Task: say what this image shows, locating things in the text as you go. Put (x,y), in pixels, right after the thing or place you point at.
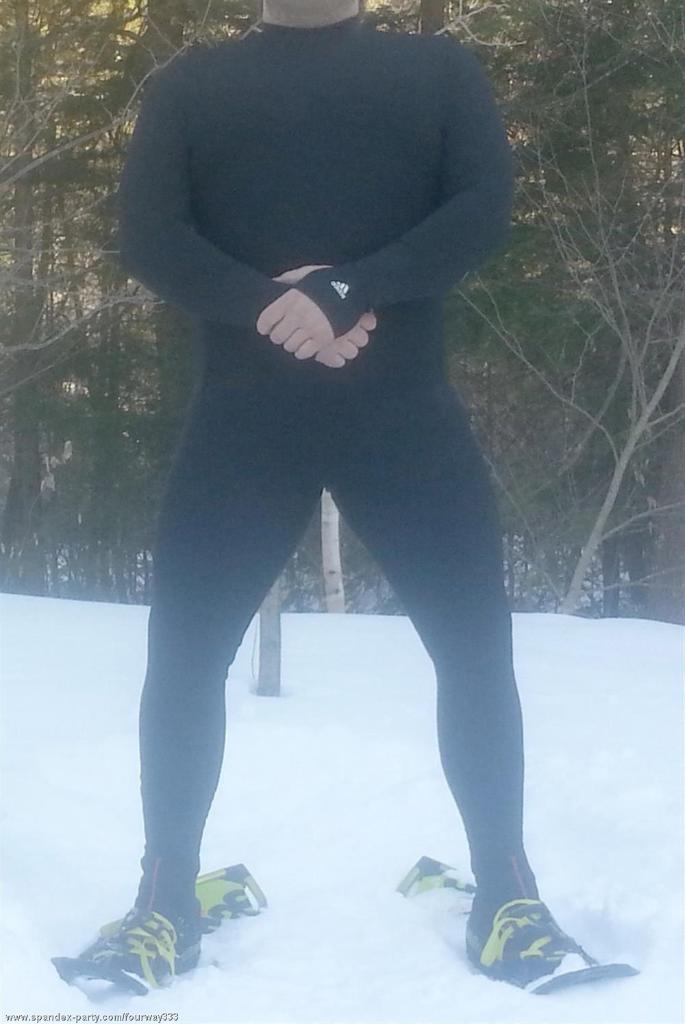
In this picture there is a person (252,598) standing on snowshoes (504,910) and we can see snow (129,735). In the background of the image (683,379) we can see trees (520,122). In the bottom left side of the image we can see text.
